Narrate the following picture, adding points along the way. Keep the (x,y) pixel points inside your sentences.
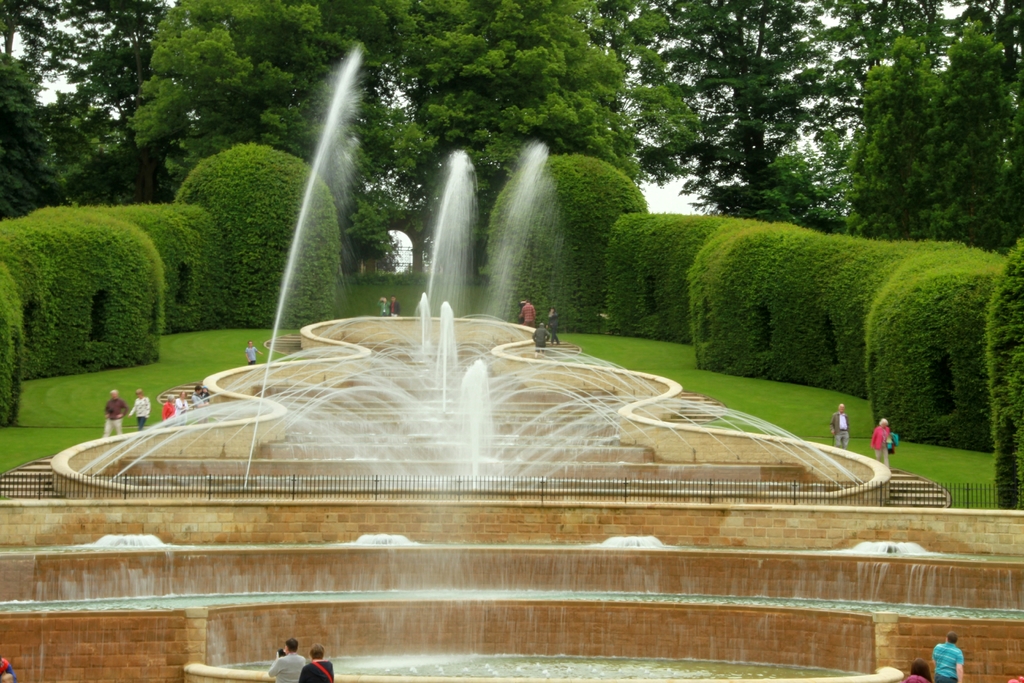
This is the picture of a place where we have some water fountains (293,473) and around there are some people (305,682), trees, plants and some grass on the floor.
